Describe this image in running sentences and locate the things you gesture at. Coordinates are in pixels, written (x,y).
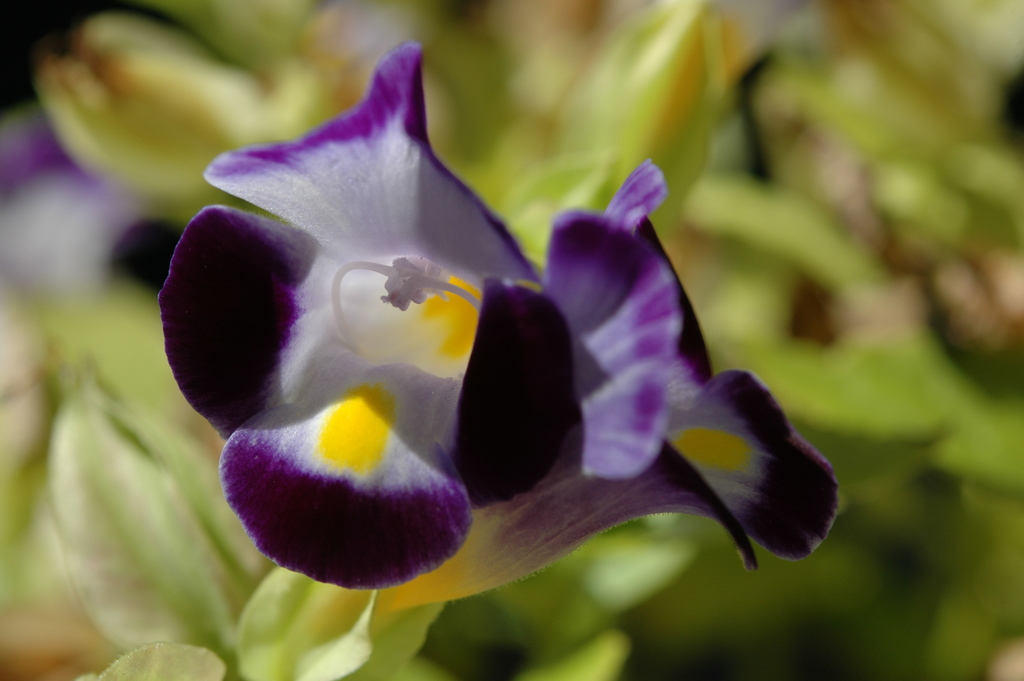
In this image I can see a flower (623,285). Its petals (258,380) are in white and violet colors. In the background (759,207) few leaves (284,644) are visible.
